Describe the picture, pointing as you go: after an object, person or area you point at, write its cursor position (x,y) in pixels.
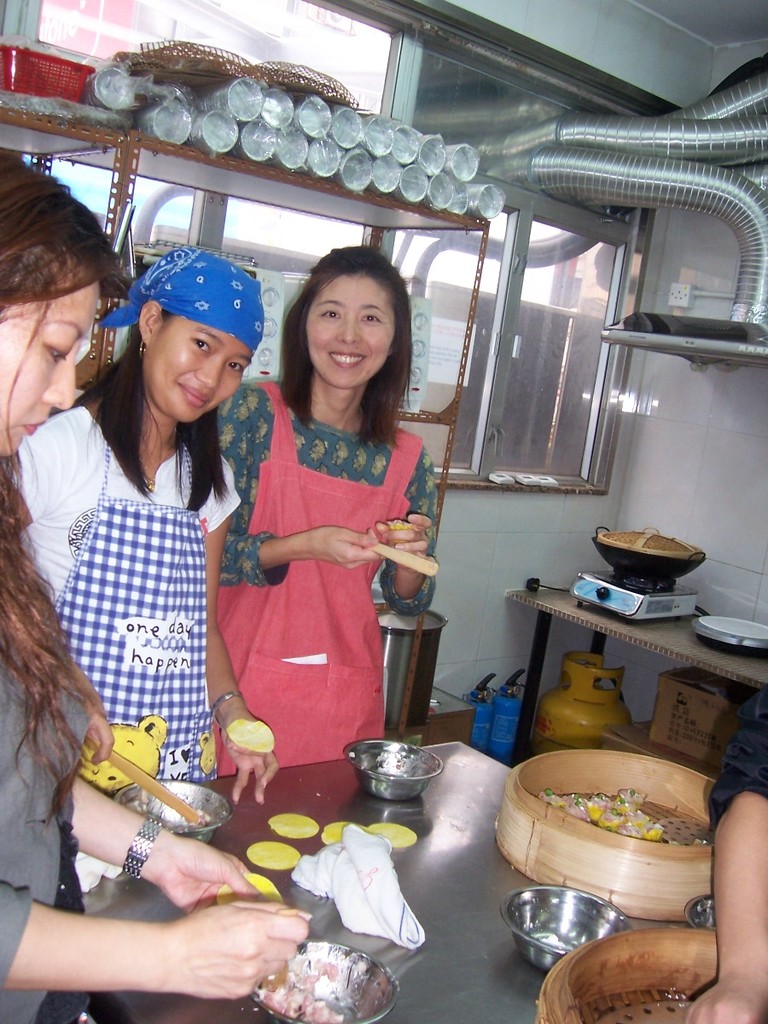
In this image, I can see three women (37,618) standing. At the bottom of the image (487,877), I can see a table (422,964) with bowls (370,785), cloth (370,891) and few other things (564,863) on it. On the right side of the image (621,639), I can see another table (658,626) with a stove (630,611), pan (643,572) and few other things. I can see few objects (555,728) under the table (645,636). It looks like a person's hand (744,830). At the top of the image (102,95), I can see few object (206,112), which are placed in a rack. In the background (446,361), I think this is a window (512,317) with the glass doors (533,291). It looks like a chimney (713,334) with the pipes (711,155).
